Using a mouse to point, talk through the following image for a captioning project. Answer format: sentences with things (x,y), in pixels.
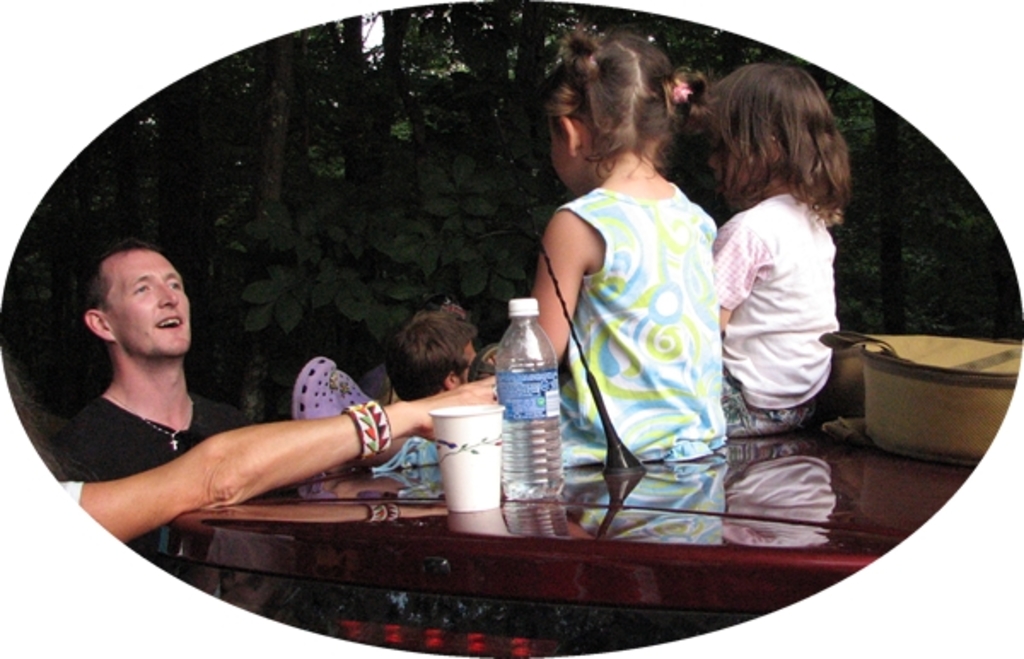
These 2 kids (693,308) are sitting on this car (707,508). On this car (793,511) there is a bag (880,404), bottle (531,416) and cup (472,426). This man (156,440) is standing. These are trees (343,183).
